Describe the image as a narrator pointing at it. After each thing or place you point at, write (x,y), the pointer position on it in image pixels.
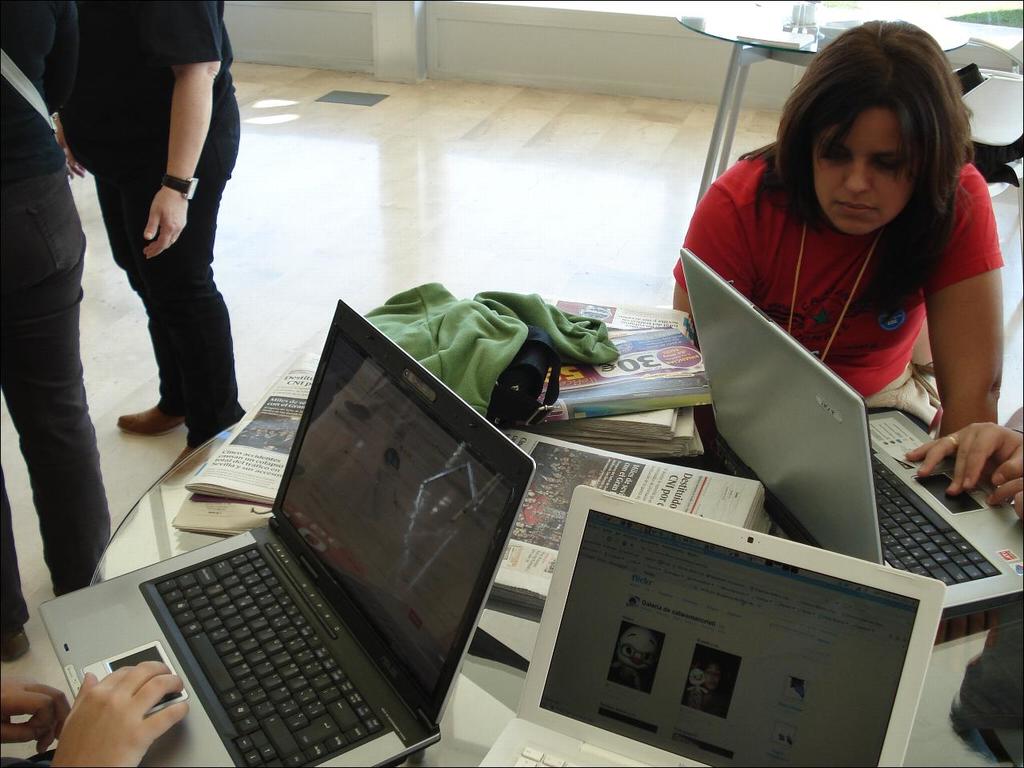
In the image there is a table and on the table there are three laptops (403,588), some books (667,383) and papers (226,495) and in front of the table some people (841,315) are sitting and working and in the left side (149,178) there are two people (145,133) standing. Behind the first table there is another empty table (782,43).
